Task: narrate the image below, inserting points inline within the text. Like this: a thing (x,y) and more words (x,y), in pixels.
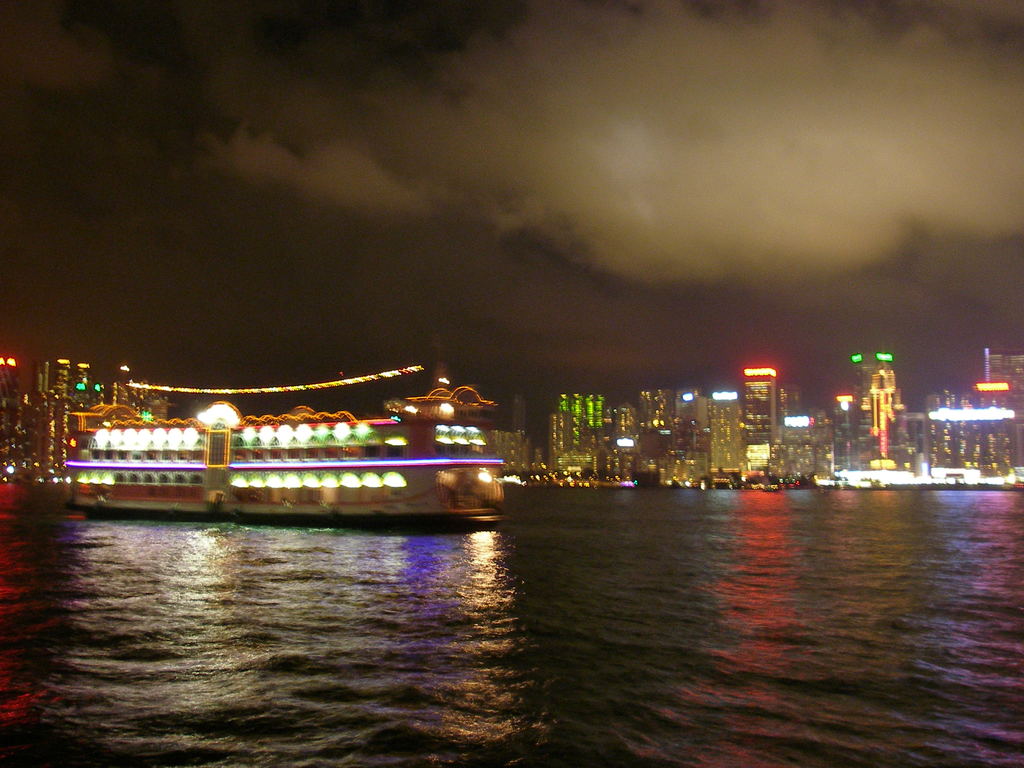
This picture is clicked outside and we can see the ship (262,496) in the water body (628,626) and we can see the lights (253,429). In the background (199,188) we can see the sky (701,189) with the clouds (580,195) and we can see the buildings (762,430), skyscrapers (855,400), lights (761,411) and many other objects (700,459).
